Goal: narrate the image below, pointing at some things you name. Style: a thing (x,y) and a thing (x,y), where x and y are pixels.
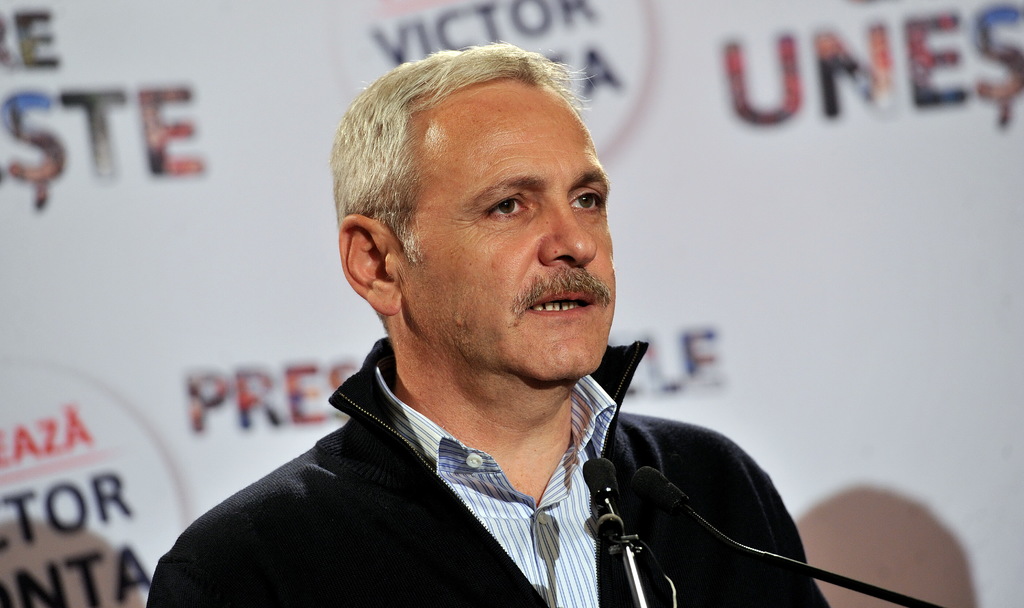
In this image I can see a person (573,378). There are mikes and in the background (318,162) there is a board (62,276).
